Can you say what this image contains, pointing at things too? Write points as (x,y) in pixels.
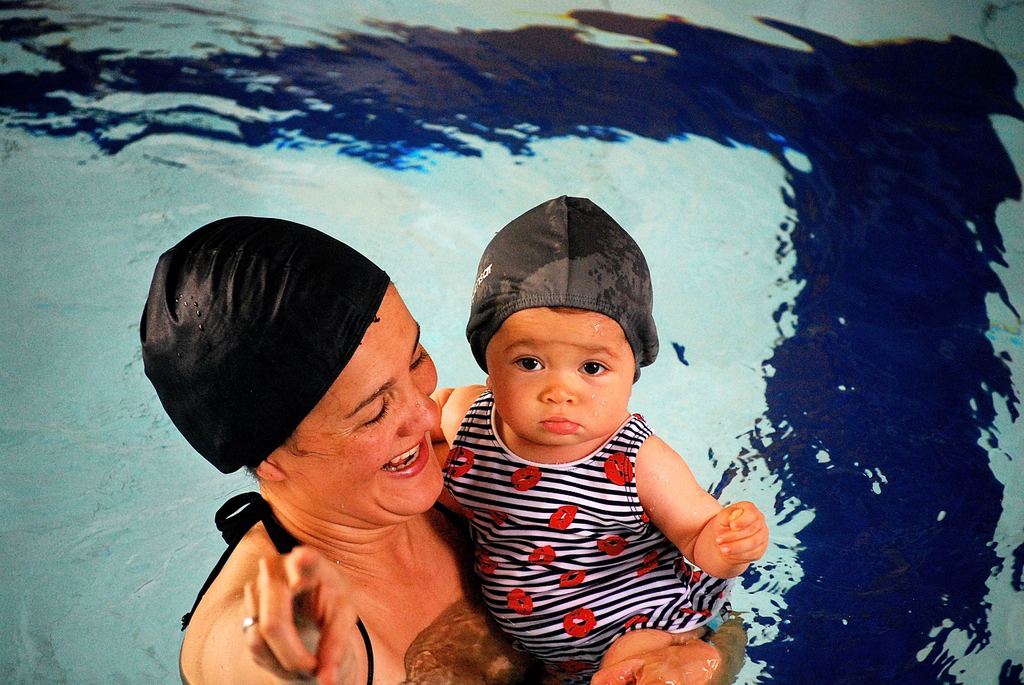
In this image we can see a woman (338,516) smiling and carrying a baby (584,540), in the background (600,144), we can see the water (693,80).
